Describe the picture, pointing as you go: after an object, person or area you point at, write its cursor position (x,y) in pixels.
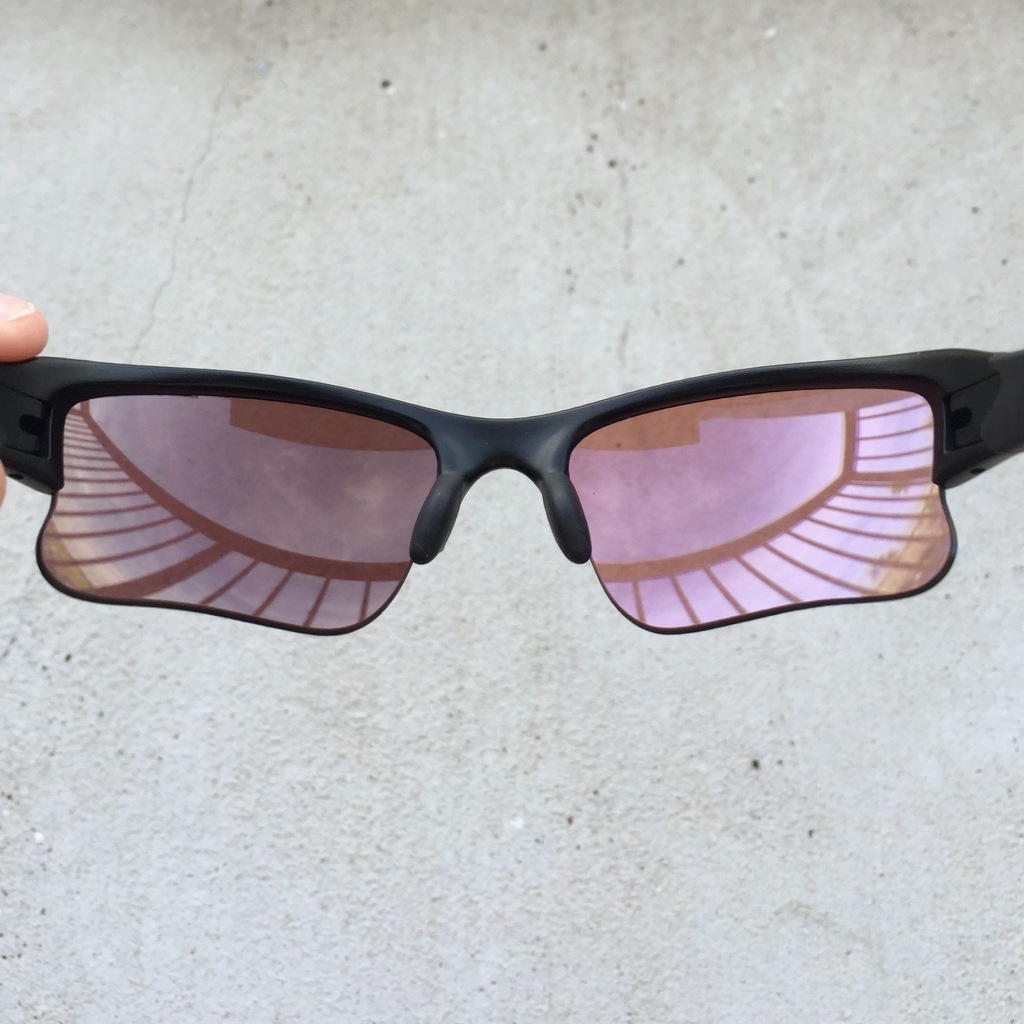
In this picture I can see the person's finger (1,494) who is holding a sunglasses (419,499). In the back (652,806) I can see the floor (669,834). In the glass reflection (794,565) I can see the sky (765,469) and clouds (779,466).
